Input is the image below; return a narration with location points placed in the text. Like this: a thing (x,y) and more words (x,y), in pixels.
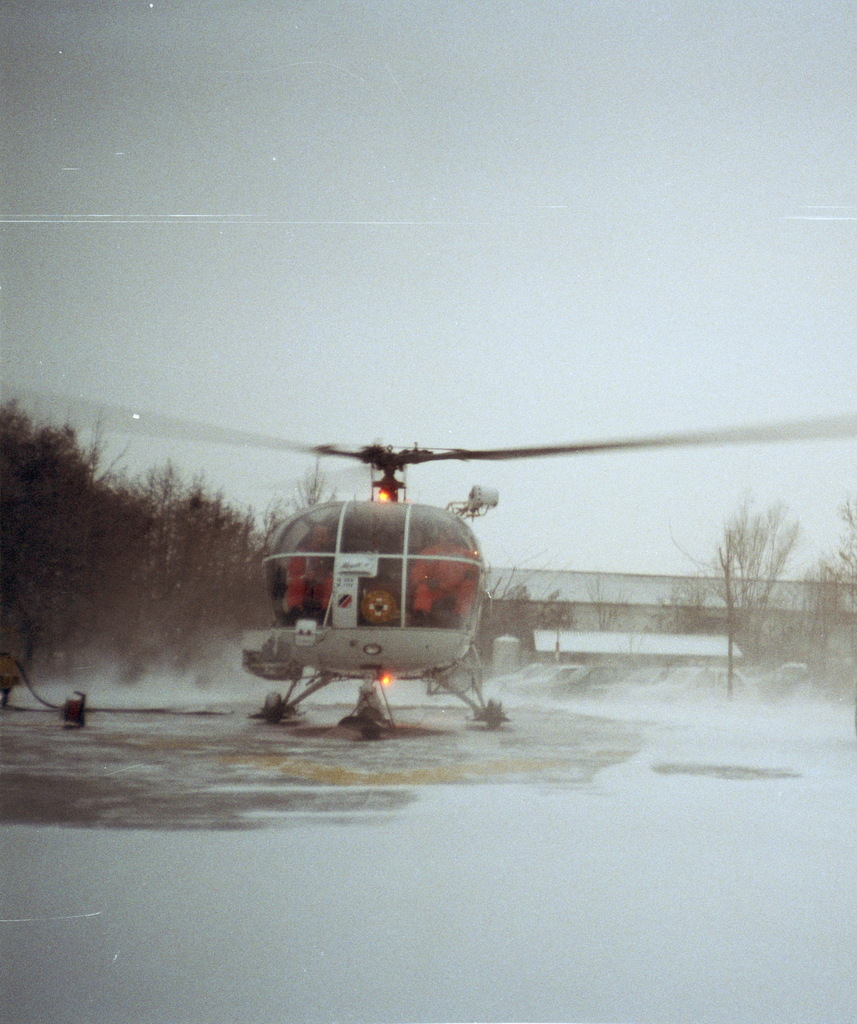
In this image, we can see a helicopter (361,669) on the ground (317,785). Background (43,612) there are so many trees (65,639), vehicles (581,687) and sky (469,287).
